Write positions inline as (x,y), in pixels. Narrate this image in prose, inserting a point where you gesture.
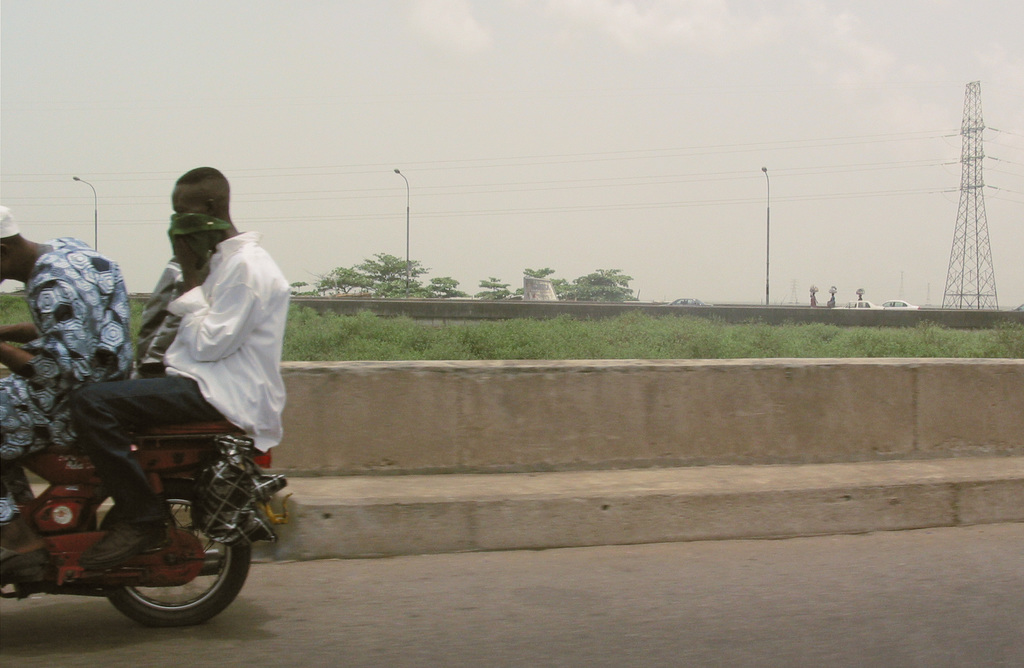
In This Picture we can see that three person (57,409) are riding on a motorcycle (129,558) in which front one is wearing blue color dress (56,404) and behind white color shirt (232,386) and black pant (189,393), Very cloudy sky (595,87) and electric tower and street pole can be seen with three car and grass (480,343) on the ground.
